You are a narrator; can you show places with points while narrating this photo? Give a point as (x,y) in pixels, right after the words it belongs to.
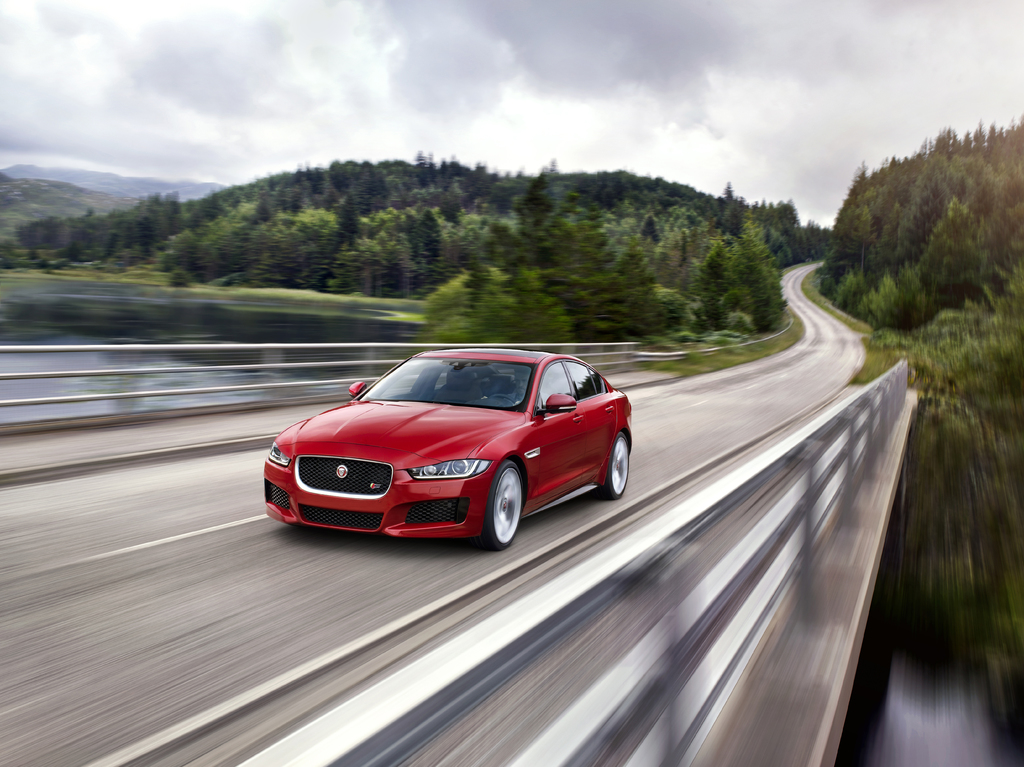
In this image there is a fast moving car (442,458) on the bridge (281,629). Below the bridge (281,626) there is water (917,680). In the background (649,248) there are trees (643,235) on either side of the road (829,335). At the top (318,81) there is the sky (255,93).
